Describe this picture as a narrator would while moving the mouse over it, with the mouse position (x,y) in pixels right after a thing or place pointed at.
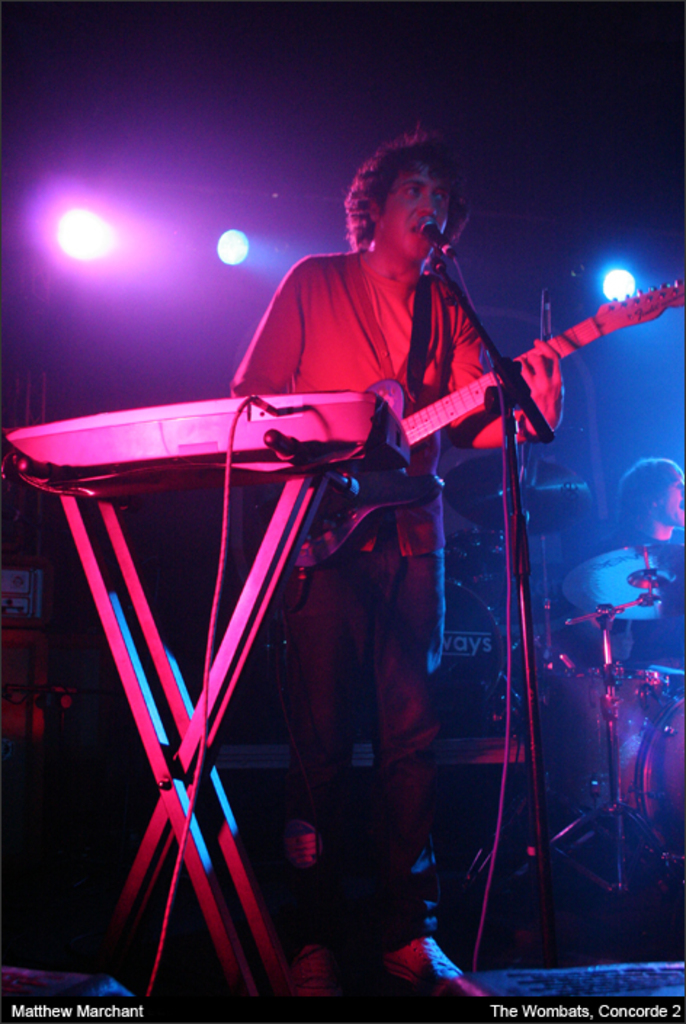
In this image, we can see a person (340,275) is holding a guitar (381,479) and standing in-front of a microphone (444,243). Here we can see stand (540,896), wire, musical player (219,454). Background (658,681) we can see few instruments (650,733), person (668,521), few objects (31,759). Here we can see dark view and lights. At the bottom of the image (616,1014), we can see some text (53,1014).
